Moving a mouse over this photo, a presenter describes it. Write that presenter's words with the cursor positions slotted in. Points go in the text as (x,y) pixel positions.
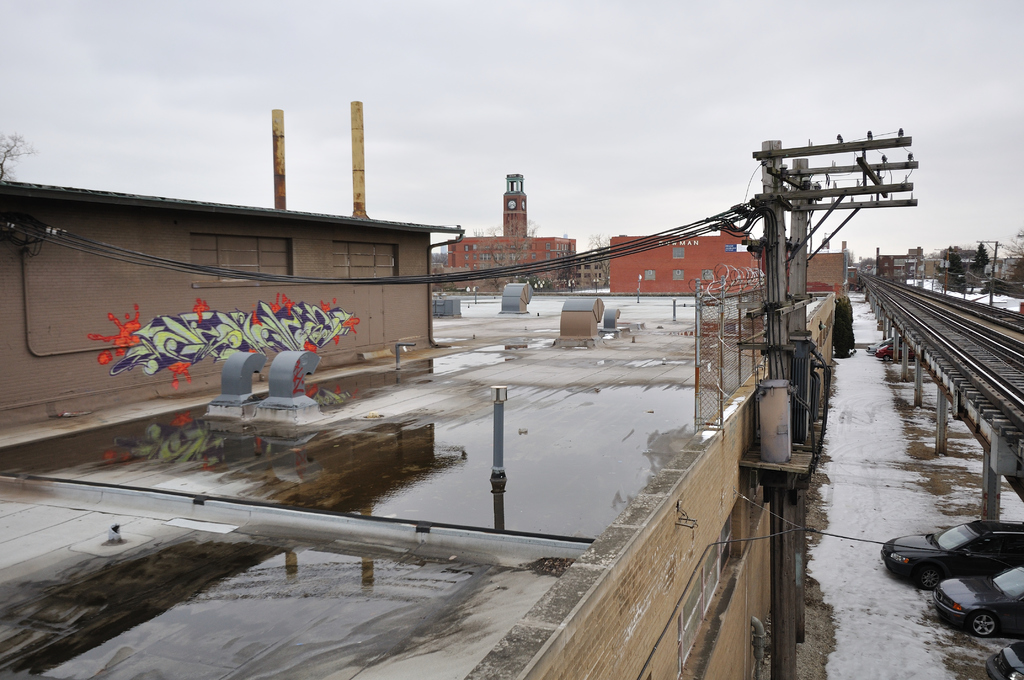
This image is taken outdoors. At the top of the image (591,220) there is a sky (539,120) with clouds (803,115). At the bottom of the image (339,555) there is a floor (322,573) and a road (859,480) covered with snow (863,386). On the right side of the image (1004,544) there is a bridge (948,343) and a few cars (923,552) are parked on the road (927,591). In the middle of the image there is a transformer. In the background (898,259) there are a few houses (759,252), buildings (811,265), trees (963,277), poles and street lights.
